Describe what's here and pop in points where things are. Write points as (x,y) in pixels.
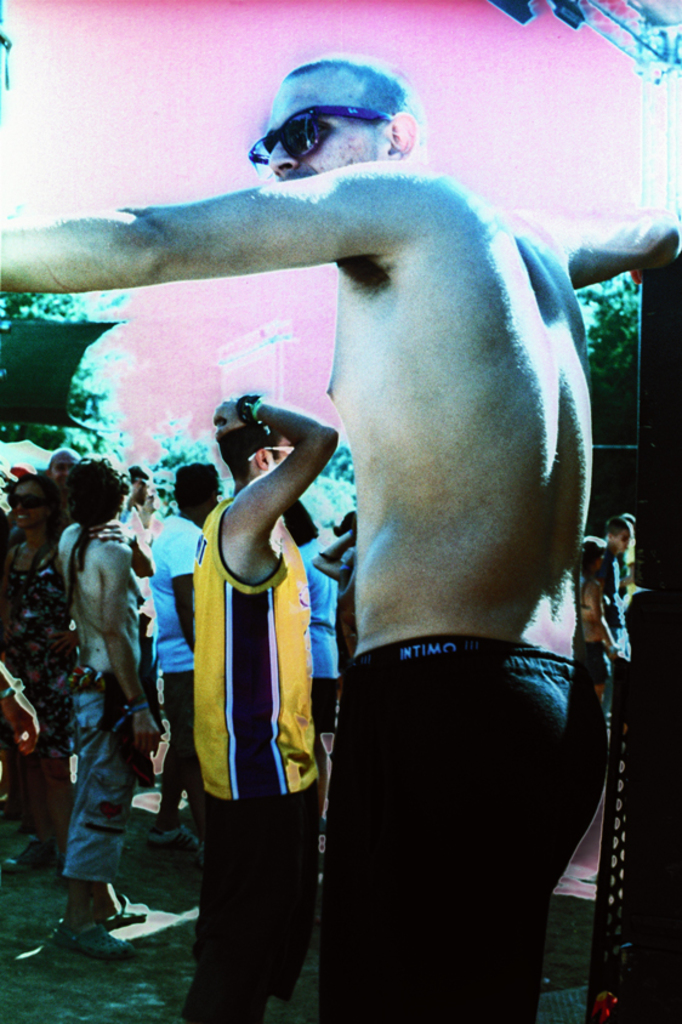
A person (486,392) is standing wearing a black pant (420,789). Behind him there are other people (233,445) standing. There are trees (87,374) at the back (39,317) and there is a pink background (123,146).
